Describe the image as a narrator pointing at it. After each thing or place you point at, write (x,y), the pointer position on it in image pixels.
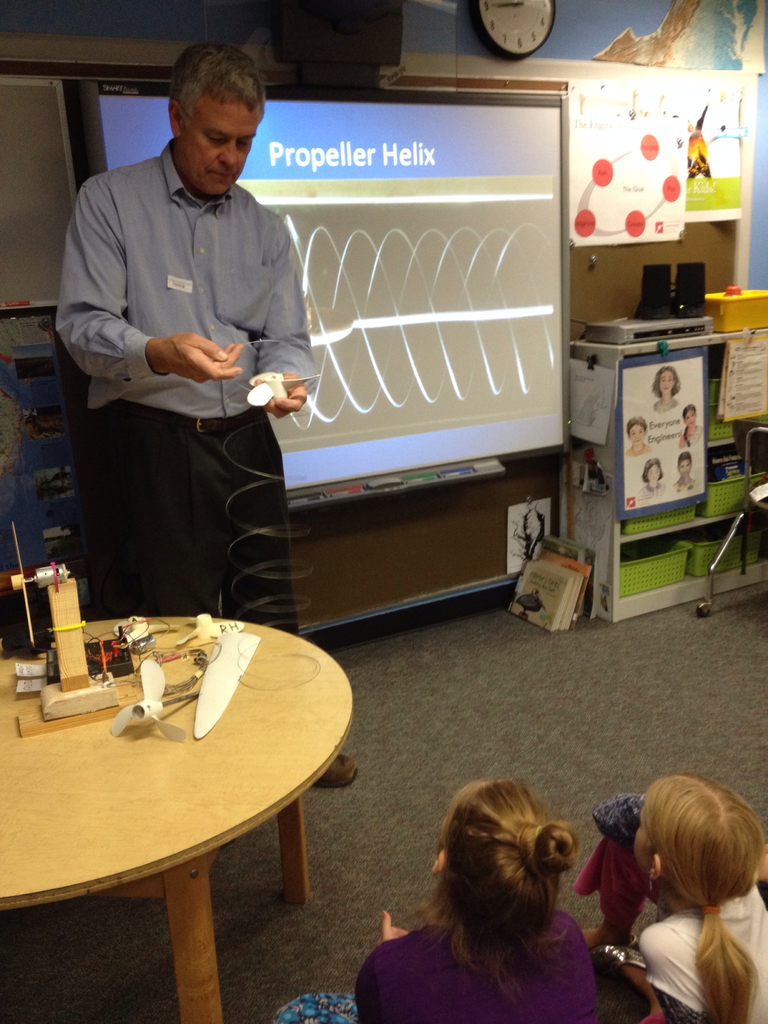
In this image i can see a person (220,287) wearing a shirt (173,258) and black pant (174,508) standing and holding few objects (248,401) in his hand (294,400). I can see few children (683,879) sitting on the floor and a table (125,779) on which there are few fans (150,699) and few other electrical objects (111,658). In the background (400,427) i can see the screen (428,223), the wall (664,62), a clock (532,15), a desk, a chair (757,507) and a poster (664,458).
